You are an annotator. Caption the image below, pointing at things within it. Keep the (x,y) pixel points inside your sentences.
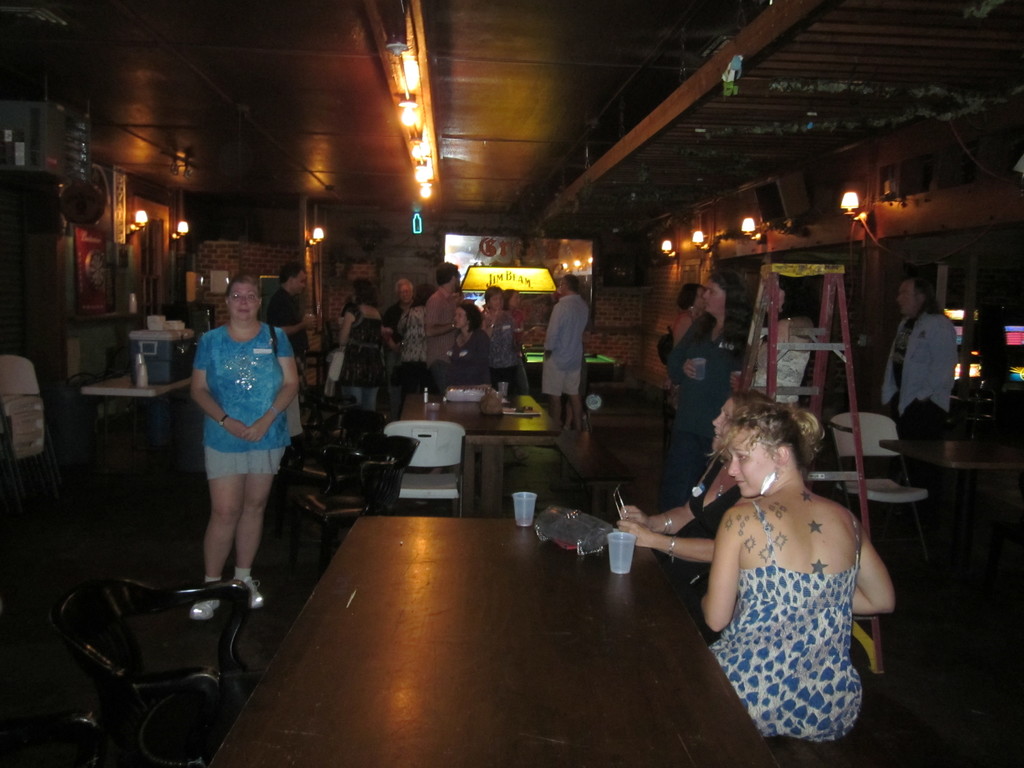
In the image we can see there are people (740,526) who are sitting on bench (808,757) and few people (254,448) are standing and on table (519,539) there is glass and plastic bag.
